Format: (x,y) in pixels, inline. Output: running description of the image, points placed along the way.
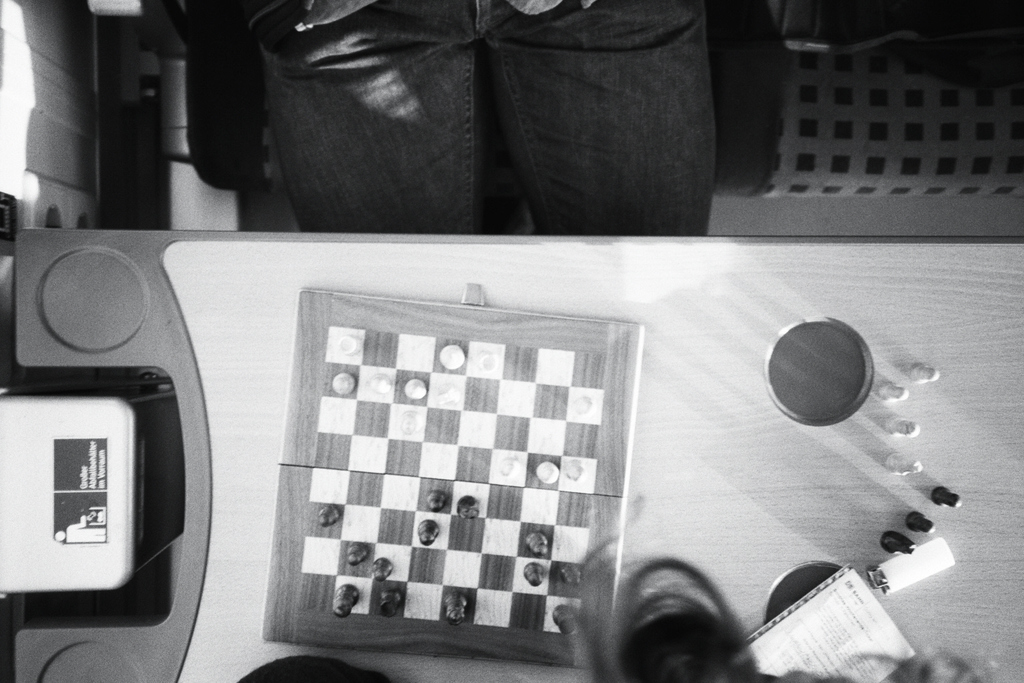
In this image I can see a chess board (350,423) and few objects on the table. I can see a person (555,121) sitting on the chair (777,158). The image is in black and white.
